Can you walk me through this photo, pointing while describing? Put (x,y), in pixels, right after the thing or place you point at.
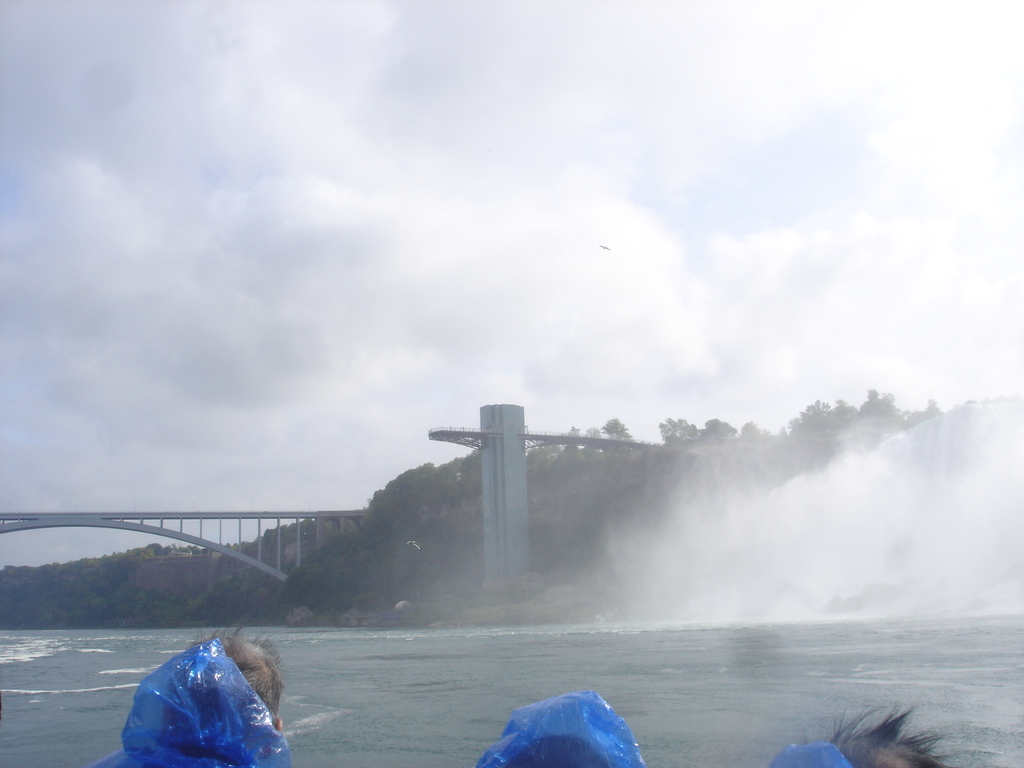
This image consists of three persons (789,750). At the bottom (401,666), there is water (396,664). In the front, we can see a bridge (43,517) along with trees (350,527). At the top (332,228), there are clouds (315,424) in the sky (166,443).
